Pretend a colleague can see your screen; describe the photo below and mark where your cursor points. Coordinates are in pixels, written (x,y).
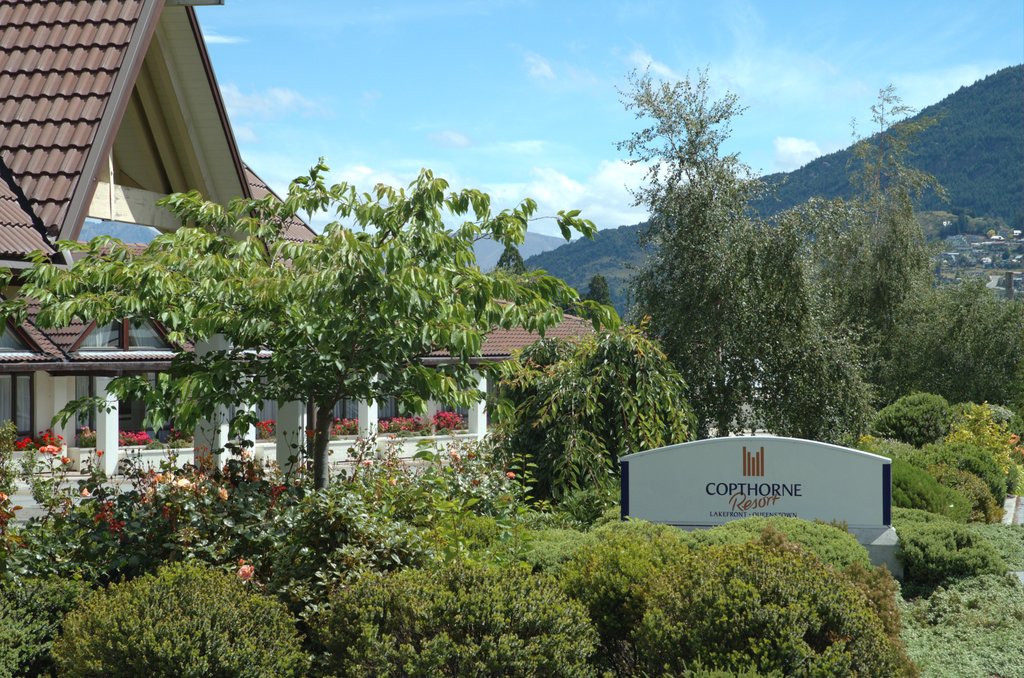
As we can see in the image there are plants (575,579), trees (613,392), flowers (57,449), house (249,433), hills (960,210) and at the top (525,62) there is sky (846,87).
